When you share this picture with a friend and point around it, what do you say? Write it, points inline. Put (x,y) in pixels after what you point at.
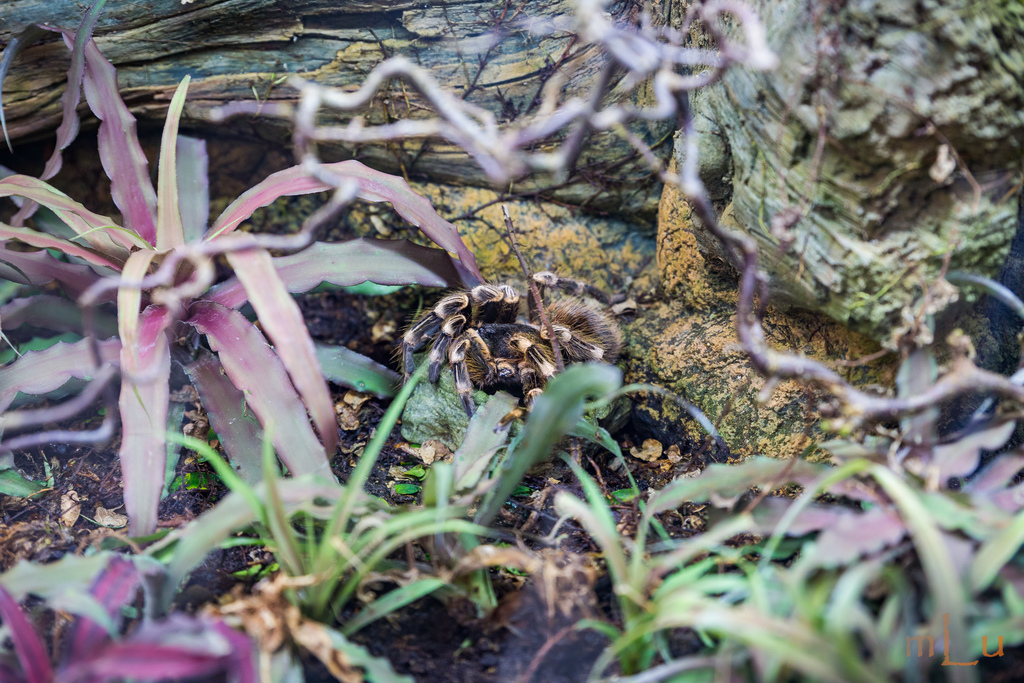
In this picture there is a spider (462,325), beside that I can see the trees wood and plants (831,473). On the left (108,222) I can see the leaves (71,325).
